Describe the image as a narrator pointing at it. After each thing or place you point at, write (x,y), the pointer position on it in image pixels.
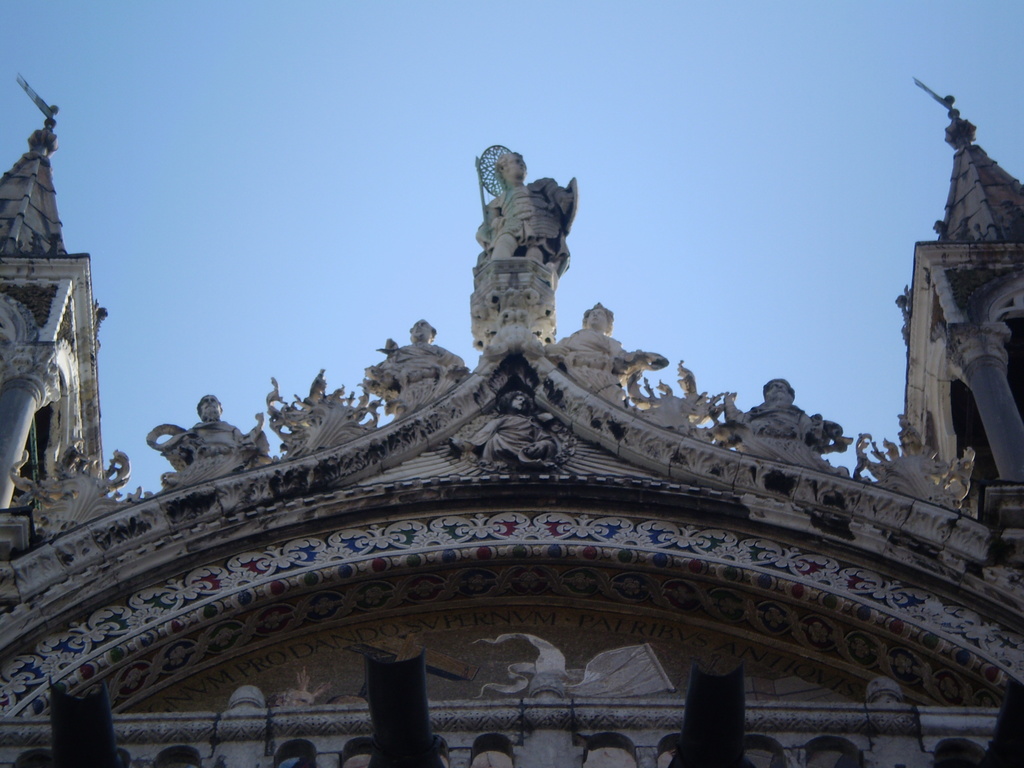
This picture consists of st mark's basilica (274,502) in the image.
